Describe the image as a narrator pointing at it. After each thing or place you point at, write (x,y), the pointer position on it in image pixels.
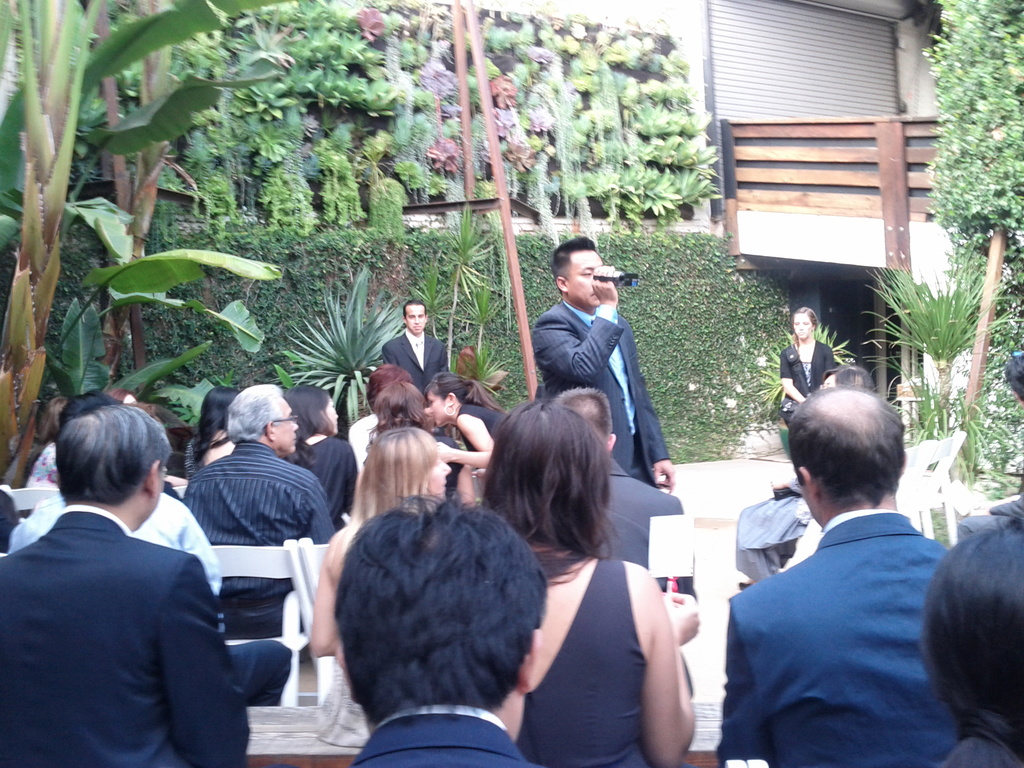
This is an outside view. At the bottom of the image (96,642) I can see few people (763,692) are sitting on the chairs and looking at the man (612,323) who is standing and holding the camera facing towards the right side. In the background (450,324), I can see many plants (453,260) and a building (814,121).
